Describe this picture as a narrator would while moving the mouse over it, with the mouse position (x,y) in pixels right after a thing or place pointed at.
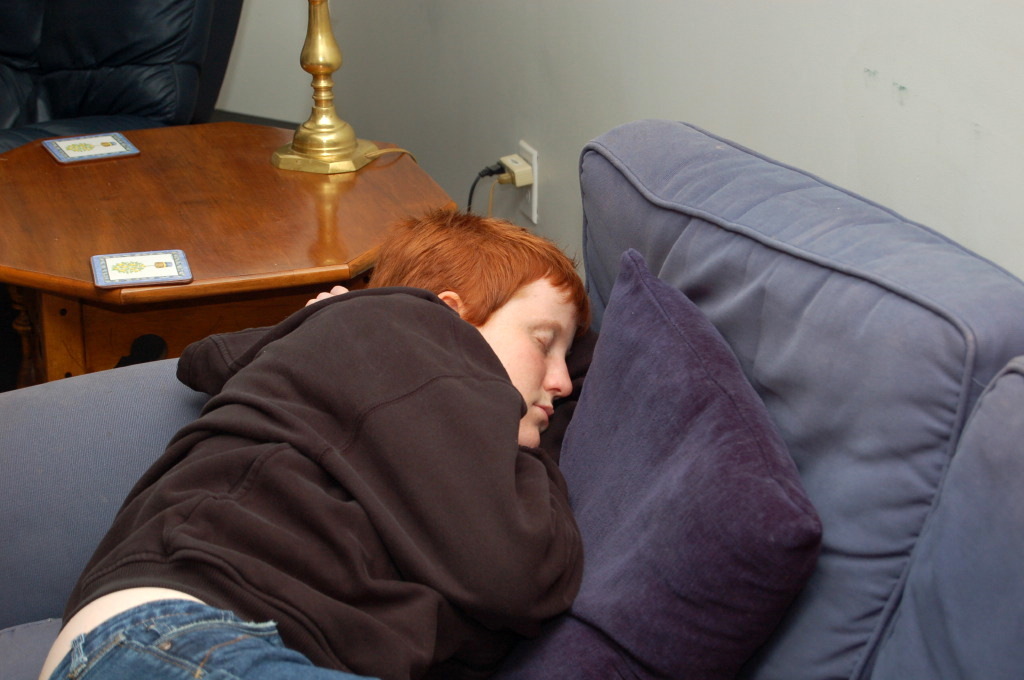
In the middle of the picture (387,411) we can see a person (381,503) sleeping on the sofa (835,401), there's even a pillow (651,388), purple in color. Beside the sofa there is a table (145,206), on the table (247,187) there are other objects (324,99). This is a switchboard (519,180) and a wall (495,145).
